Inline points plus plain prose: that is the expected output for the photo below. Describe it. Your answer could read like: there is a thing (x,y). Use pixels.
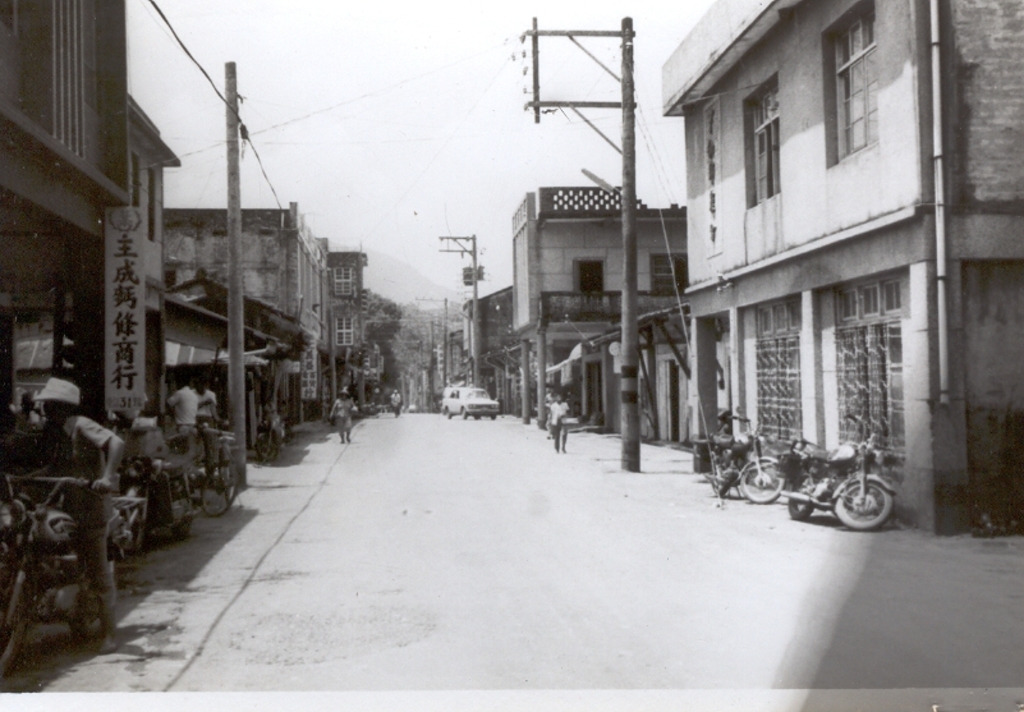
In this image we can see the buildings (70,372). And there are few people (336,409) walking on the road (388,487) and the other person (106,485) sitting on the vehicle (121,535). We can see the vehicles (189,467) on the road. And there are poles (624,277) and sky (362,121) in the background (448,279).
